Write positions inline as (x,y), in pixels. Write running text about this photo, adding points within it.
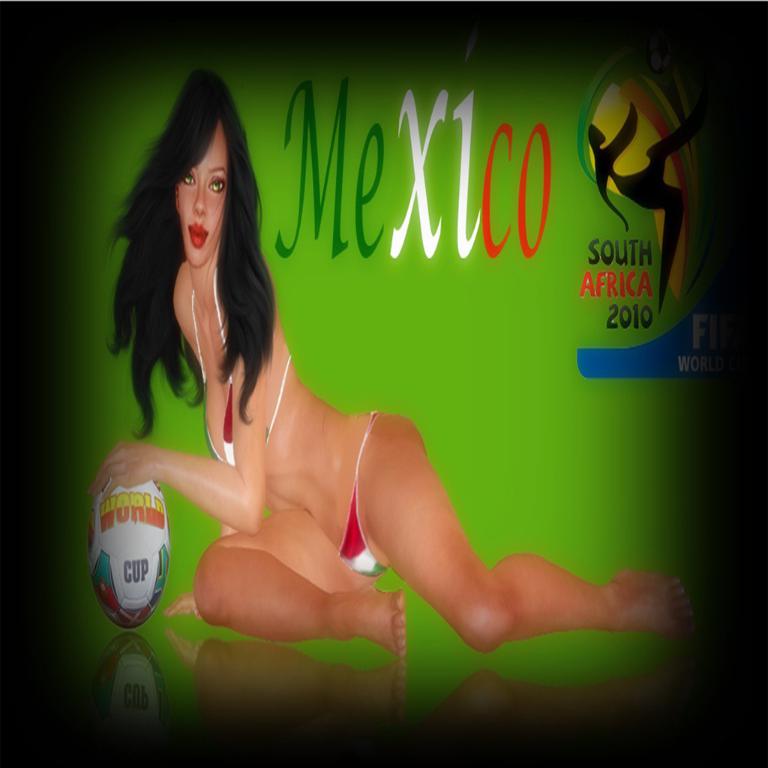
This is a poster (377,113). Something written on this poster (480,170). In this poster (226,578) we can see woman (226,266), ball (152,507) and logo (647,198).
